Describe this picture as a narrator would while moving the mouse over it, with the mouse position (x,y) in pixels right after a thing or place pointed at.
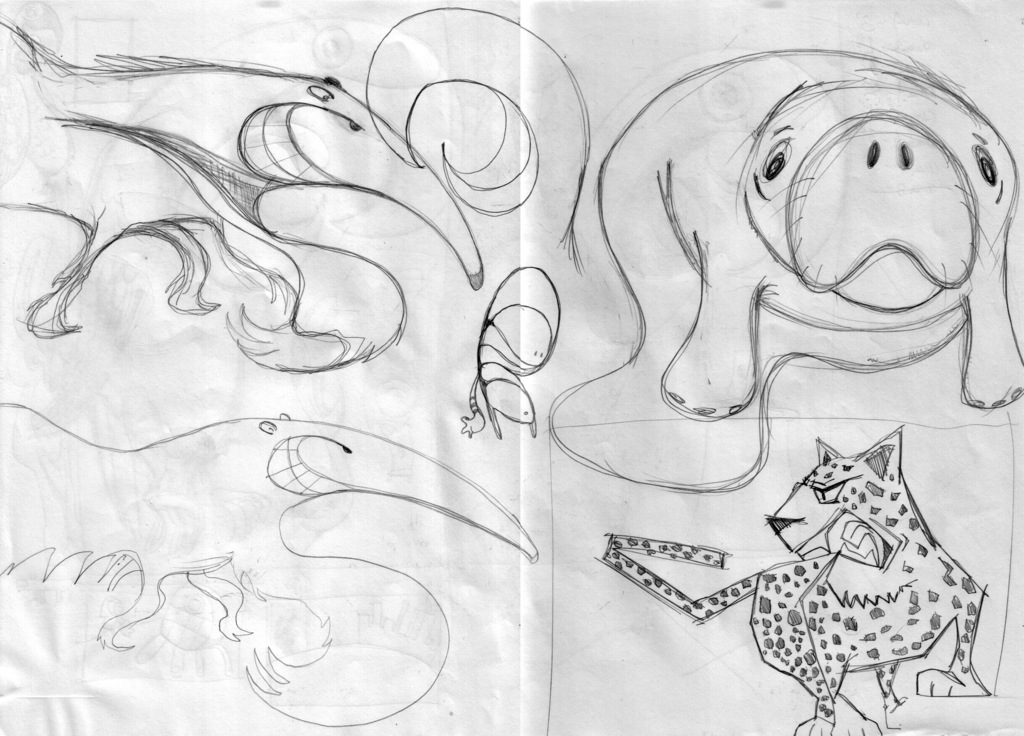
In the center of the image (672,476) we can see one paper (692,476). On the paper (709,476), we can see some drawings (650,359) of animals (604,447).
